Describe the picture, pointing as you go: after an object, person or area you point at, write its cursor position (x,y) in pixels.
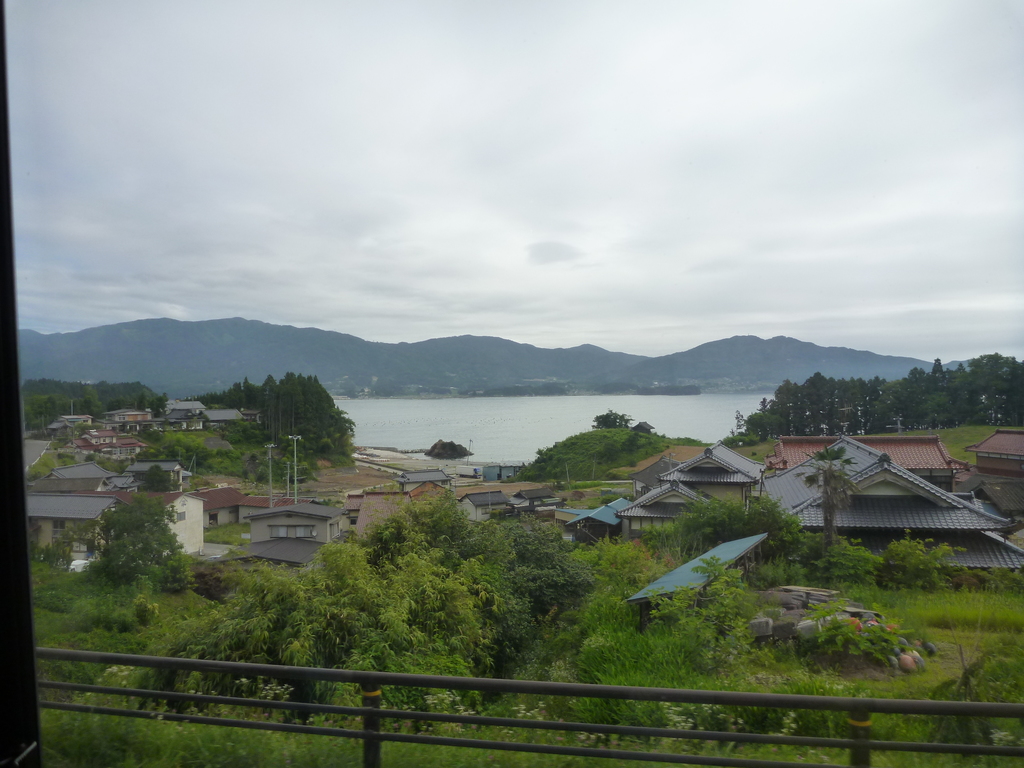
In this image we can see some trees (345,642), houses (354,508) and in the background of the image (579,434) there are some mountains (663,377), water (737,410) and cloudy sky (528,200).
